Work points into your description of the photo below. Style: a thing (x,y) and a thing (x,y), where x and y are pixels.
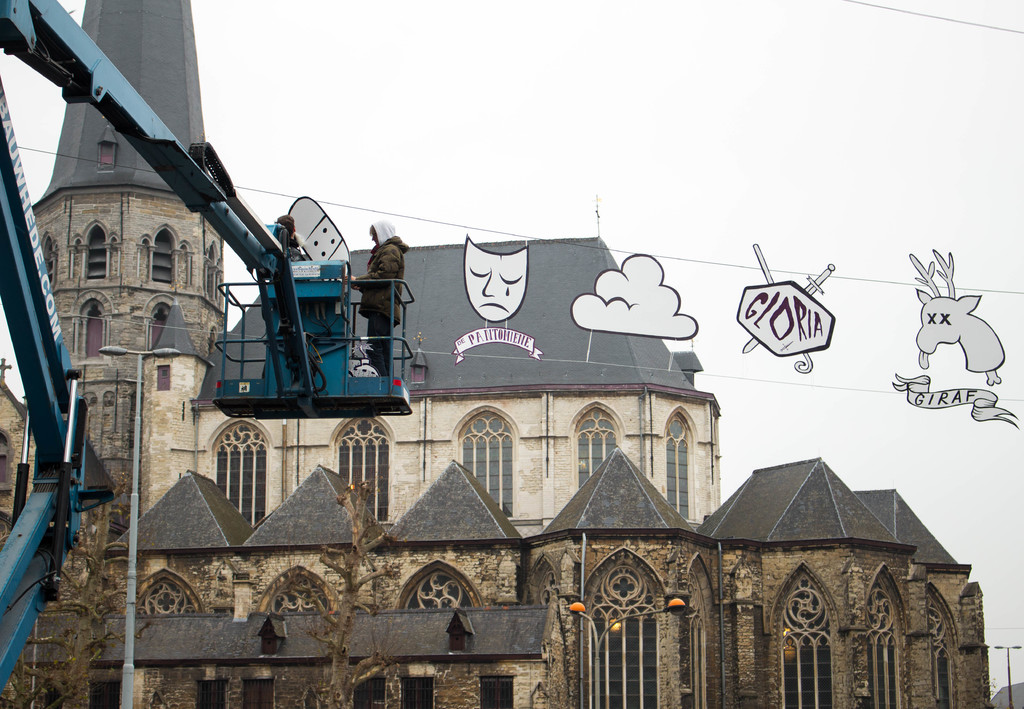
In the center of the image (574,251) there is a building (735,684). There are people (404,245) standing in crane (327,281).
